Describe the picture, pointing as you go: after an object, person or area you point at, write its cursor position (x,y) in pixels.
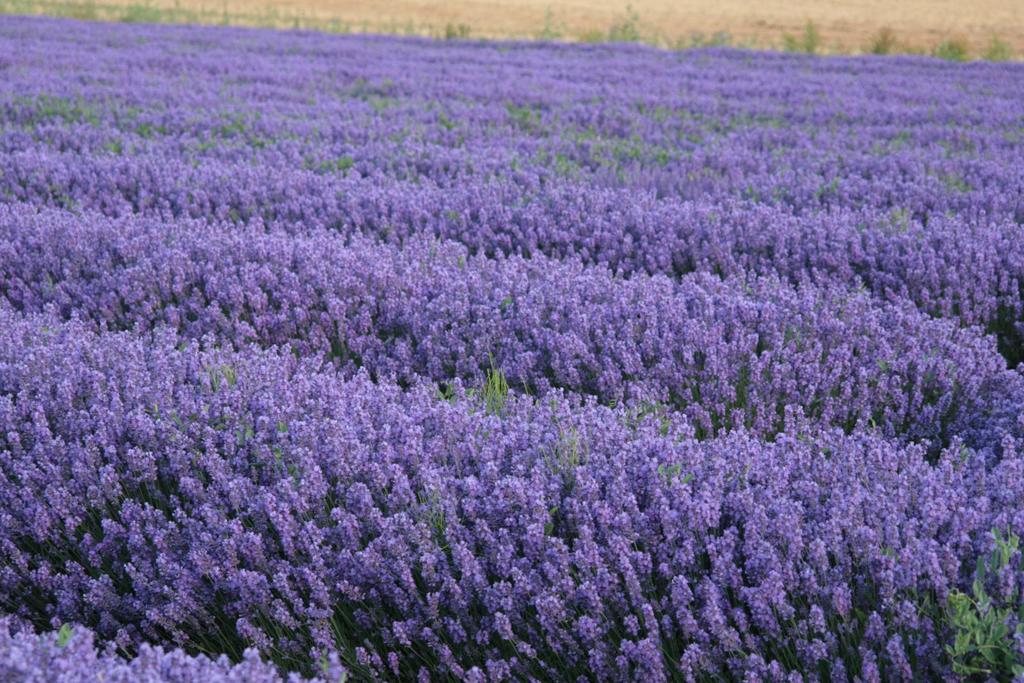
In this image we can see a group of plants (379,318) and flowers (567,381). At the top (646,10) we can see the ground (761,21).
